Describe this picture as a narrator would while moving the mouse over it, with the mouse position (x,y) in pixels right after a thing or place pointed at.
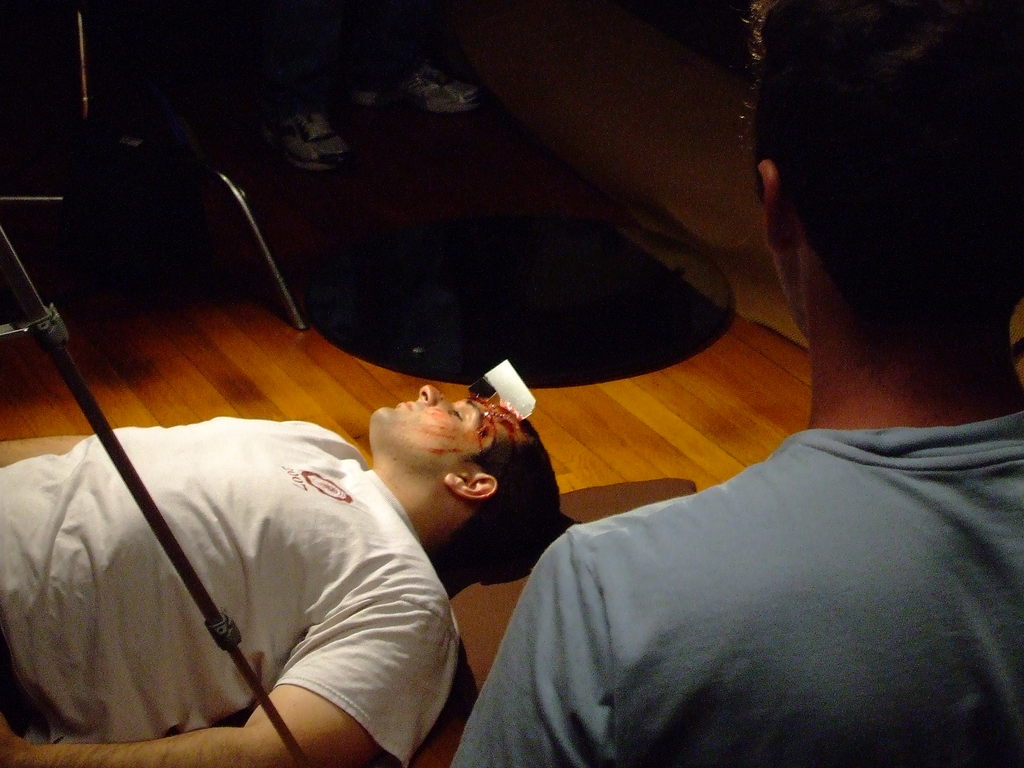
In this image we can see a person (279,488) with blood (497,431) and a knife (486,391). On the right side of the image (860,428) there is a person (790,589). In the background of the image (450,276) there is a footwear (333,144), floor (369,169), wall (556,129) and other objects (355,271). On the left side of the image (49,309) there is an object (240,651).
